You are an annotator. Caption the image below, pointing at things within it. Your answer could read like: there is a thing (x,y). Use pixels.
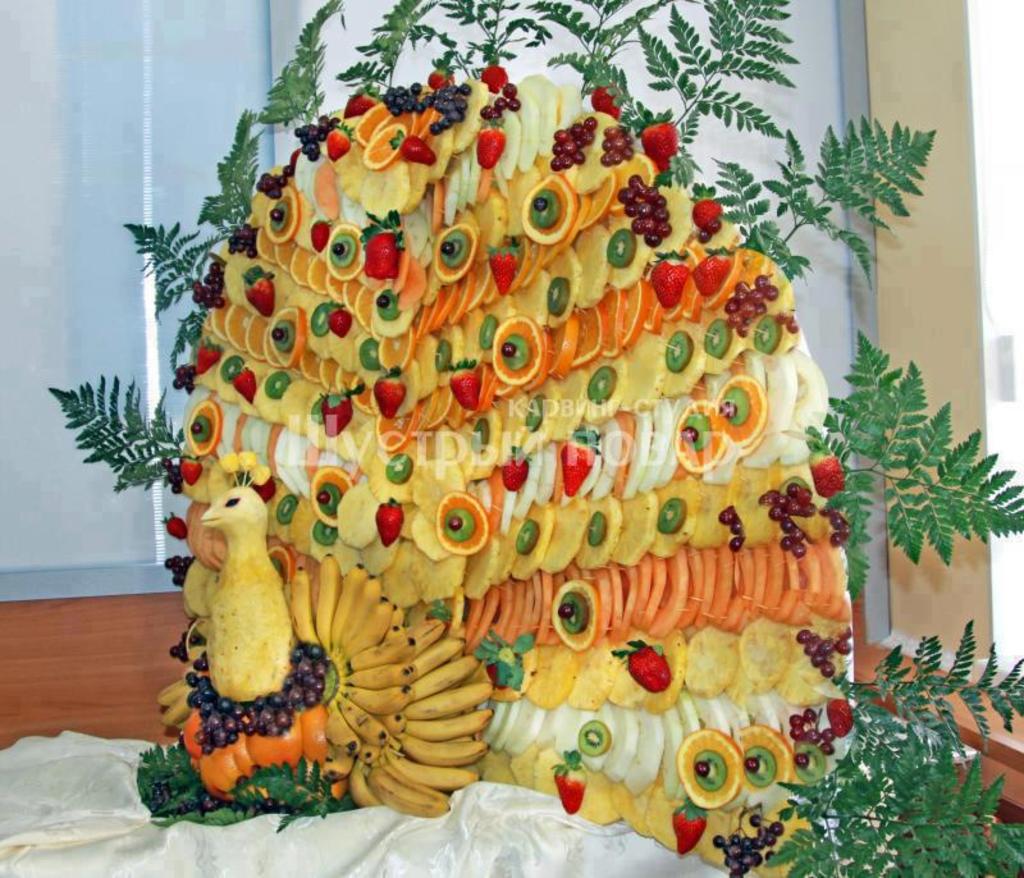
In this picture we can see a peacock shaped salad (747,614) decorated with green leaves (297,79) at the top (584,55).
